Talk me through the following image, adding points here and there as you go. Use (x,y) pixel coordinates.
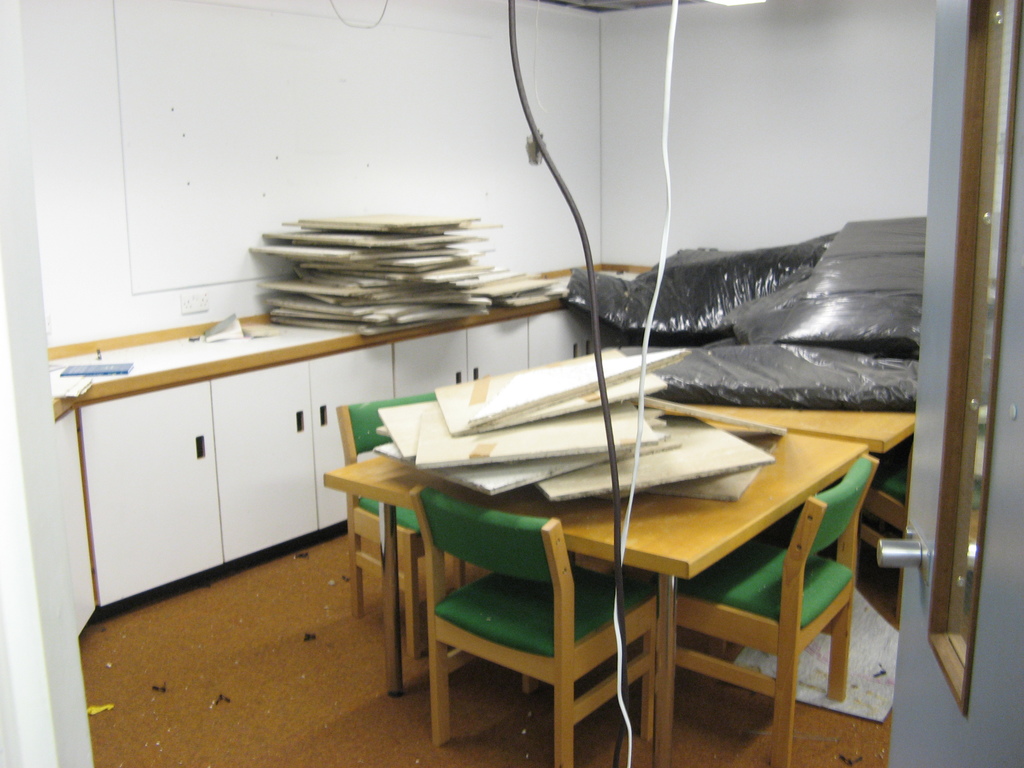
In this image few chairs (536,532) and tables (797,465) are on the floor (371,651). Few objects (559,469) are on the tables (897,433). Left side (232,367) there is a cabinet (145,394) having few objects (367,309) on it. Background (88,305) there is a wall (441,207). Right side (1003,678) there is a door (975,599). Few wires (516,65) are hanging in the middle of the image (654,297).
